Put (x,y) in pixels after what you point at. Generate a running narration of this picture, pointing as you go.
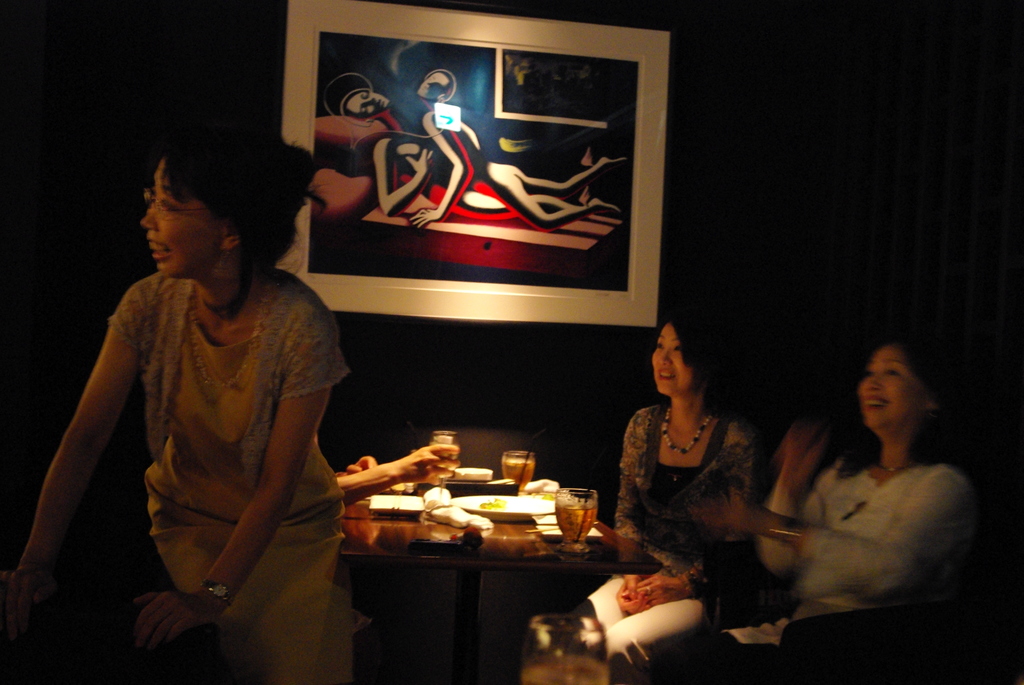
This 2 women (810,476) are sitting on a chair (808,632). In-front of this 2 woman (697,533) there is a table (396,553), on a table (603,561) there is a plate (519,502) and glass (509,464). A photo (500,223) with photo frame (643,216) is attached to a wall (723,163). This woman (273,338) is standing.
